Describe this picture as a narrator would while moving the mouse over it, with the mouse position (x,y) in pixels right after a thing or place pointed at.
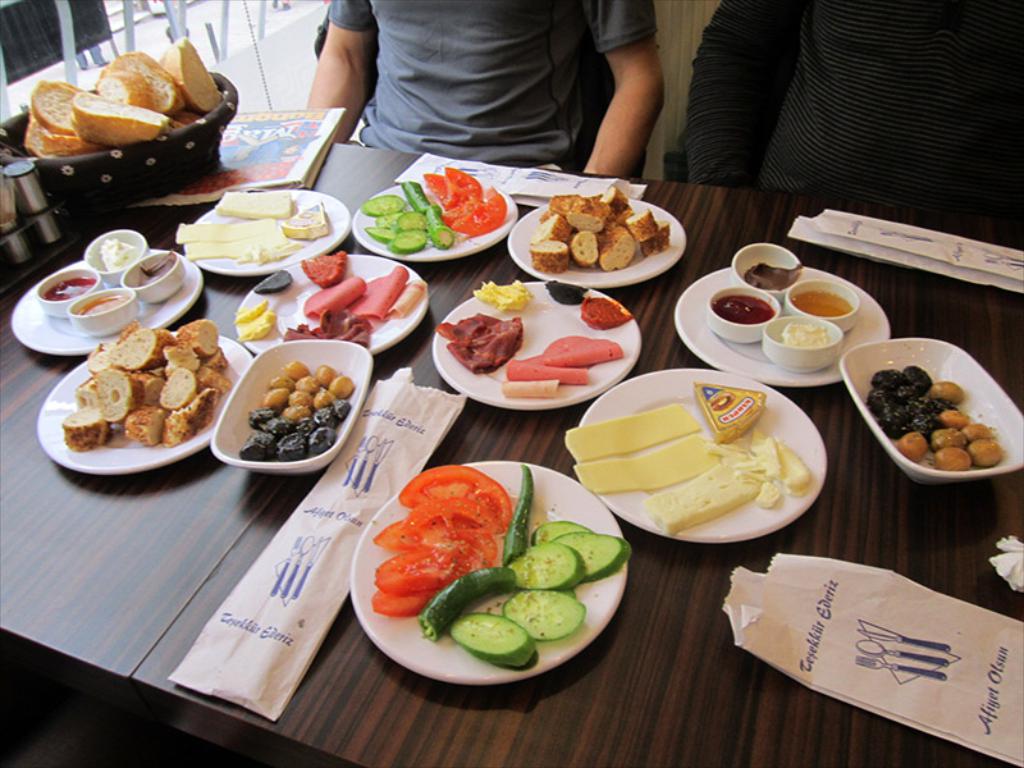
In this picture there are some fruit (506,653) and snacks (198,423) in the white plate (300,460) which is placed on the wooden table top (571,740). Behind there is a man (525,92) sitting on the chair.
